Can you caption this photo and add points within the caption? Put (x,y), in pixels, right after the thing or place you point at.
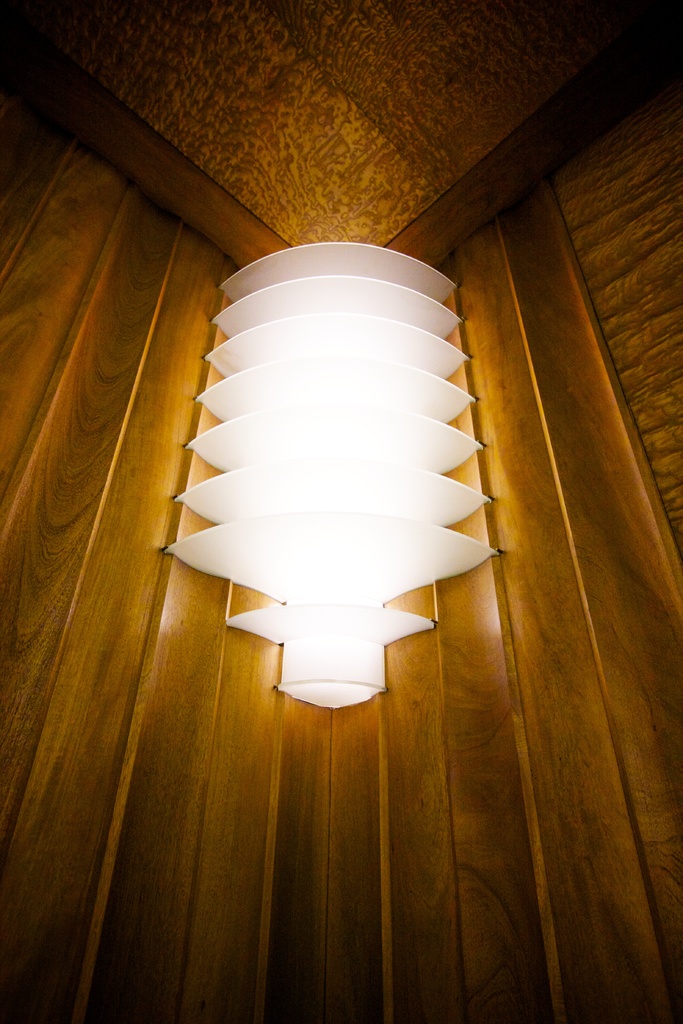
In this image we can see wooden wall (636,998) and a decorative light (383,564).
